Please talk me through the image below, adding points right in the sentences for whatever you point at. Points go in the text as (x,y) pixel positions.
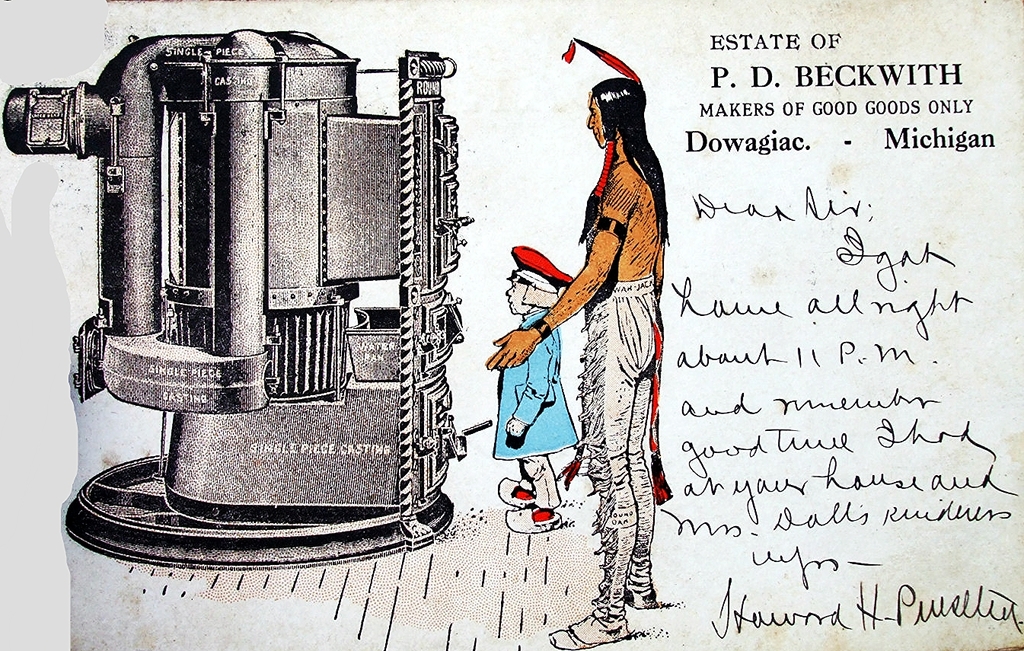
In the image there is a letter (412,346). To the left side of the image (329,155) there is a machine (407,283). Beside the machine (416,306) there is a person (542,384) with blue jacket (529,376) and a cap (541,256) on his head (513,297) is standing. Behind him there is another person (624,348) standing. And to the right side of the image (799,51) there is an address (734,117). And below the address (715,146) there is something written on it.
